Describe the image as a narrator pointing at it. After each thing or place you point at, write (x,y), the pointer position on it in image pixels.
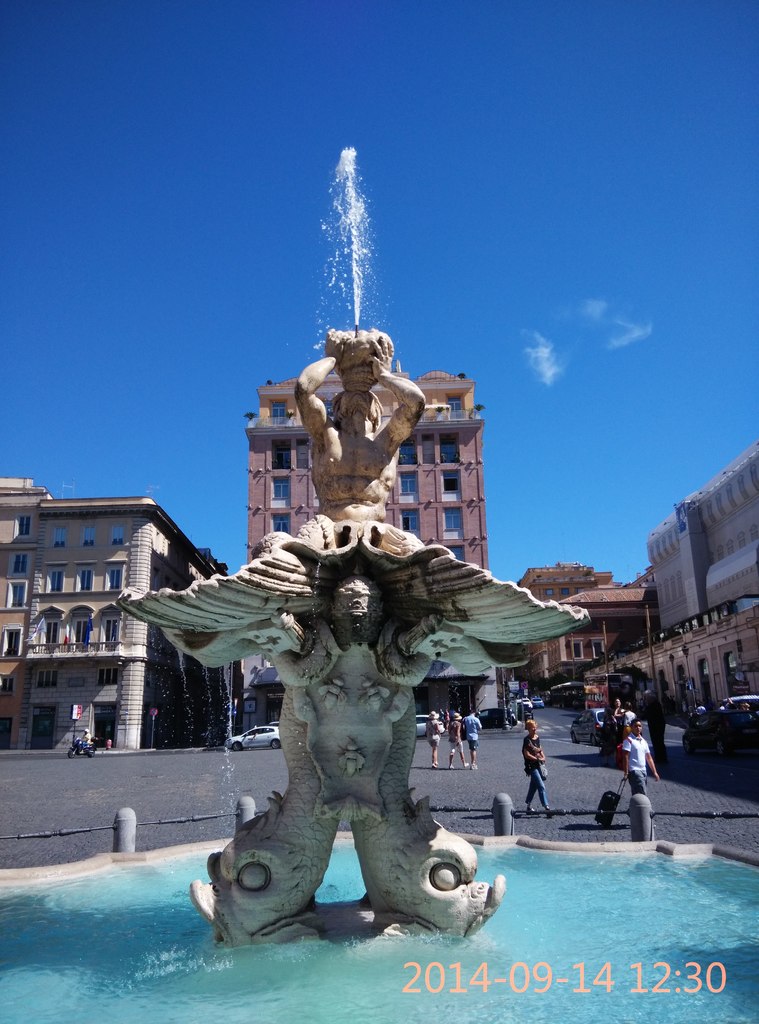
In this picture there is a fountain (514,879) in the center of the image (308,601) and there are buildings (68,514) in the background area of the image (737,563), there are people (618,740) on the right side of the image (538,761).
